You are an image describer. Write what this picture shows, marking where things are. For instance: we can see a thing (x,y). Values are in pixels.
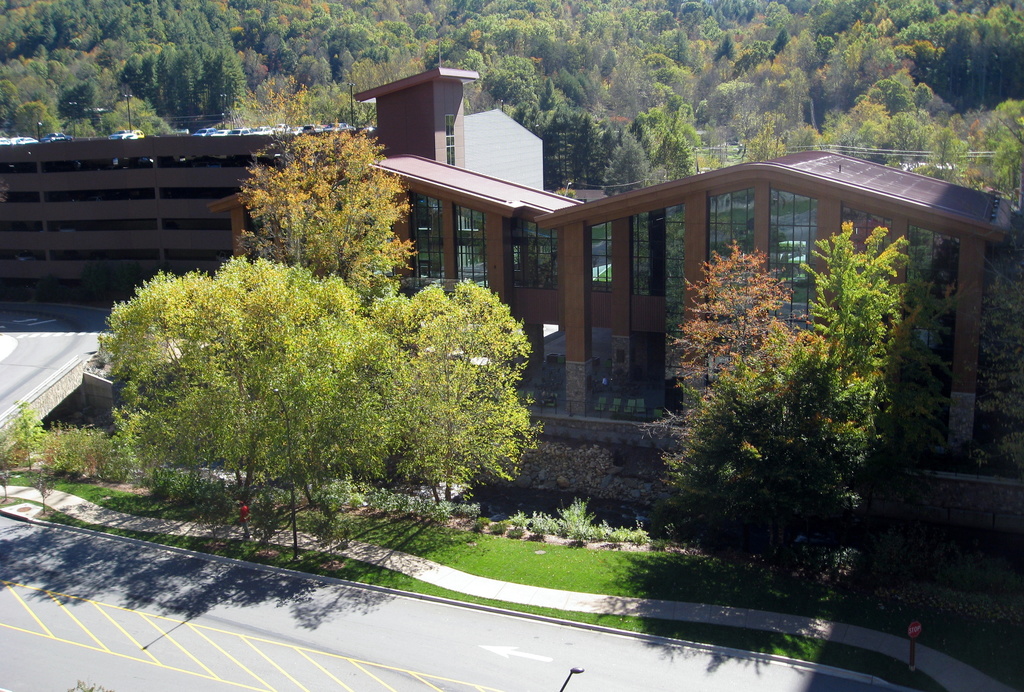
In this picture I can see buildings (479,188), trees (933,321) and few plants (988,612).
